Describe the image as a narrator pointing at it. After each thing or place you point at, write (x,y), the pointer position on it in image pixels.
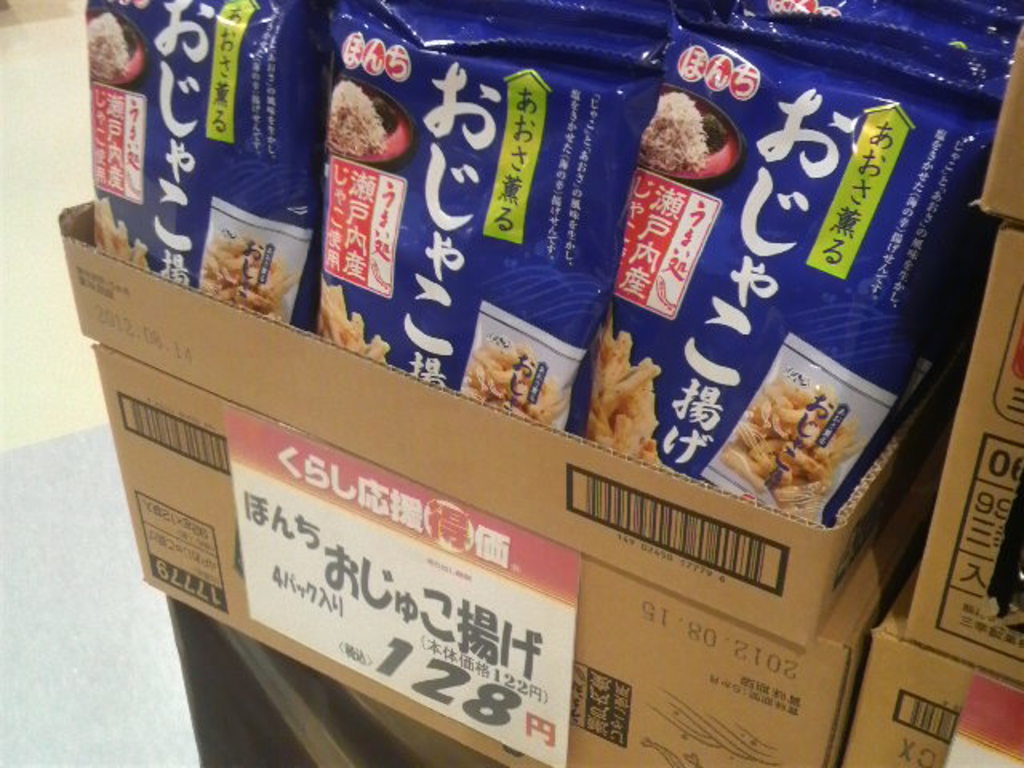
In the picture there are bags (710,450) of snacks (458,160) kept in cardboard boxes (662,637).
